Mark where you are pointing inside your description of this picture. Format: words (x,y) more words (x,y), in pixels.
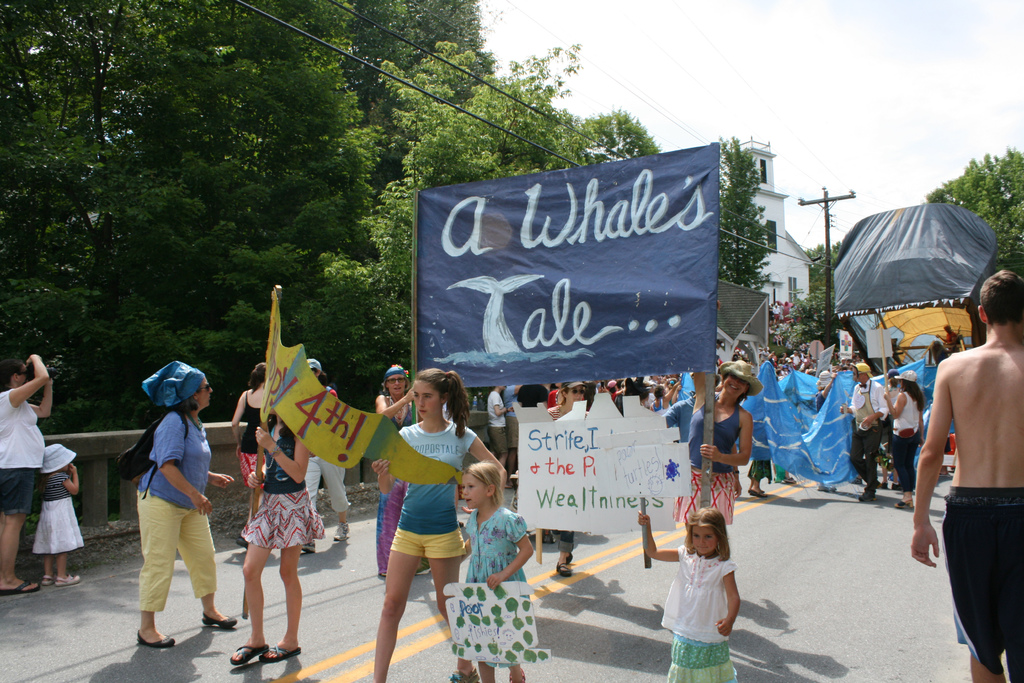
In this image I can see few persons (298,549) walking holding few banners (511,334). The banners (511,334) are in blue, yellow and white color. I can also see something written on it, background (778,243) I can see a building (768,234) in white color, electric pole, trees (600,161) in green color and sky (729,113) in white color.
